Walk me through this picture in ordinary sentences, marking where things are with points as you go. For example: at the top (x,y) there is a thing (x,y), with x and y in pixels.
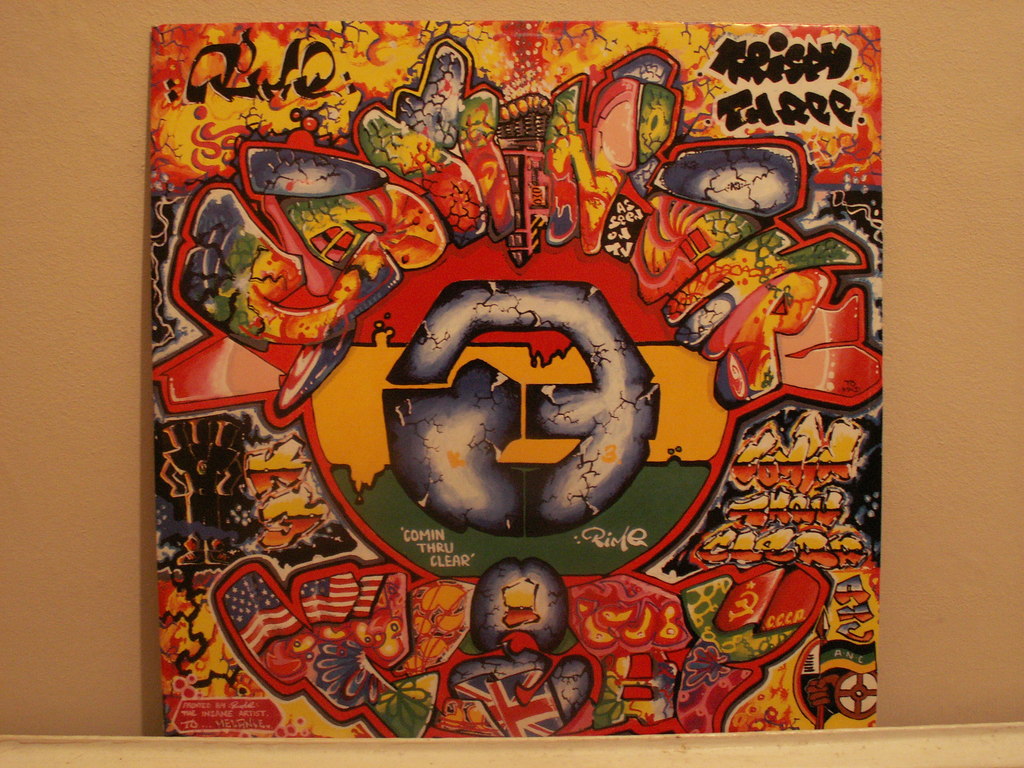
In this image there is a board (407,382) with some images (527,398) and text (763,526) is placed in front of the wall (939,688).
